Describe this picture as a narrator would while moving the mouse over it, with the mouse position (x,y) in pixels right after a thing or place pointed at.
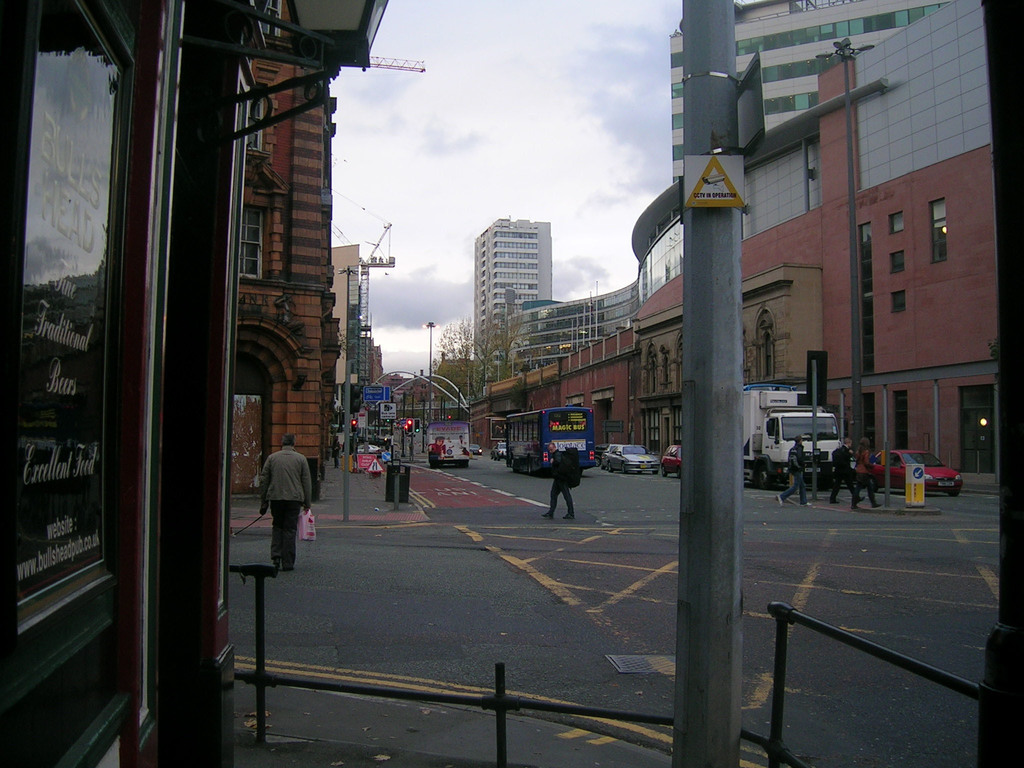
In the foreground of the picture (181,554) I can see the door (102,453) of a store (99,459) and a pole (740,508). There are buildings (329,182) on the left side (267,218) and the right side (801,196) as well. I can see the vehicles (767,442) on the road (507,493) and there are a few persons (865,453) walking on the road (647,477). I can see the traffic signal pole (417,429) and light poles (430,414) on the road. There are clouds (495,153) in the sky (477,149).
